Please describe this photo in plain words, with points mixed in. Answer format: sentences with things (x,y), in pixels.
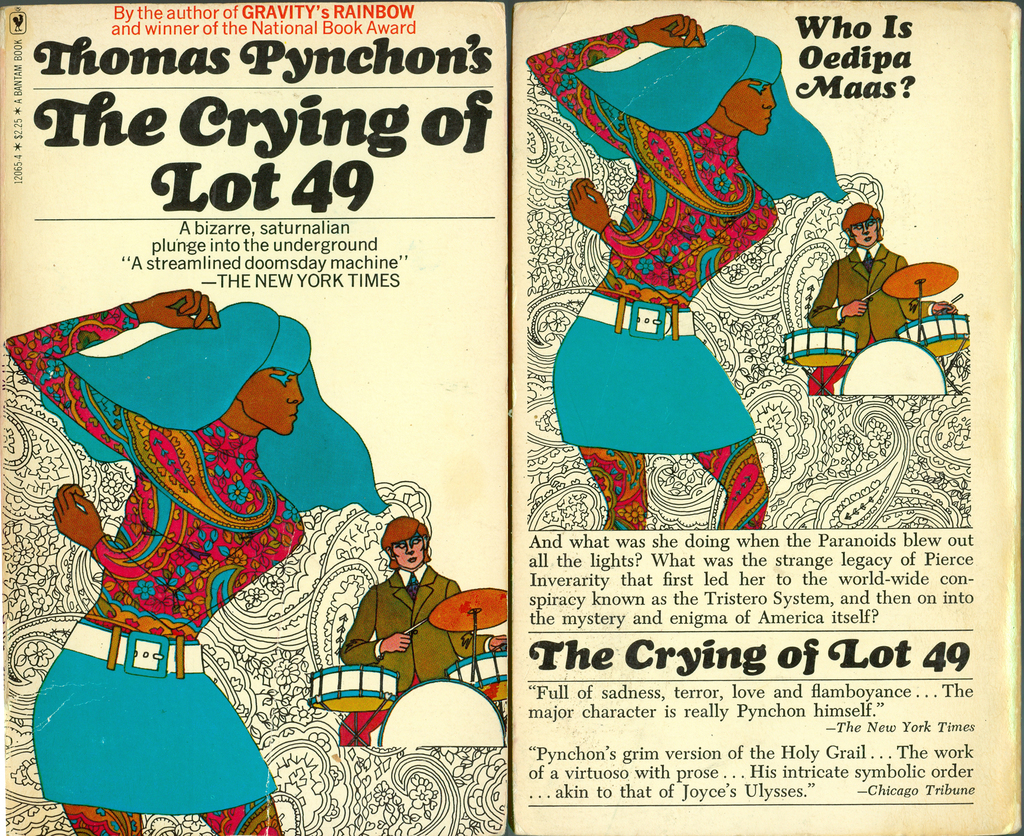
In this image I can see an article (524,594) in which I can see the pictures (197,530) and the text (800,758) written on it.
